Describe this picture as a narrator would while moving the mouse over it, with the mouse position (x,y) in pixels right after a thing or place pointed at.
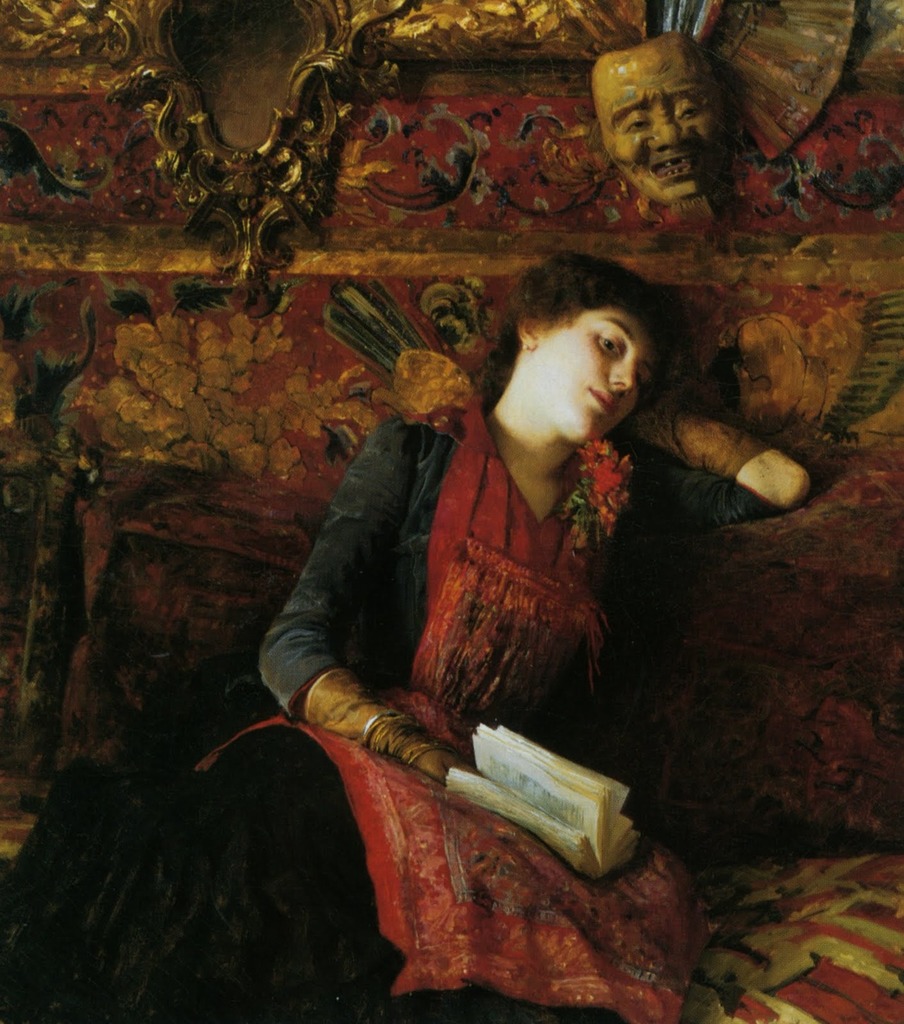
There is a girl (435,544) sitting on the sofa (127,579) laying her head (540,325) on the backside of sofa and looking to some where holding a book (523,796) in her hand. She is wearing a red dress (474,806). And there is a mask of a human head (633,164) on the wall (629,207). The sofa (186,638) is in red colour too.
